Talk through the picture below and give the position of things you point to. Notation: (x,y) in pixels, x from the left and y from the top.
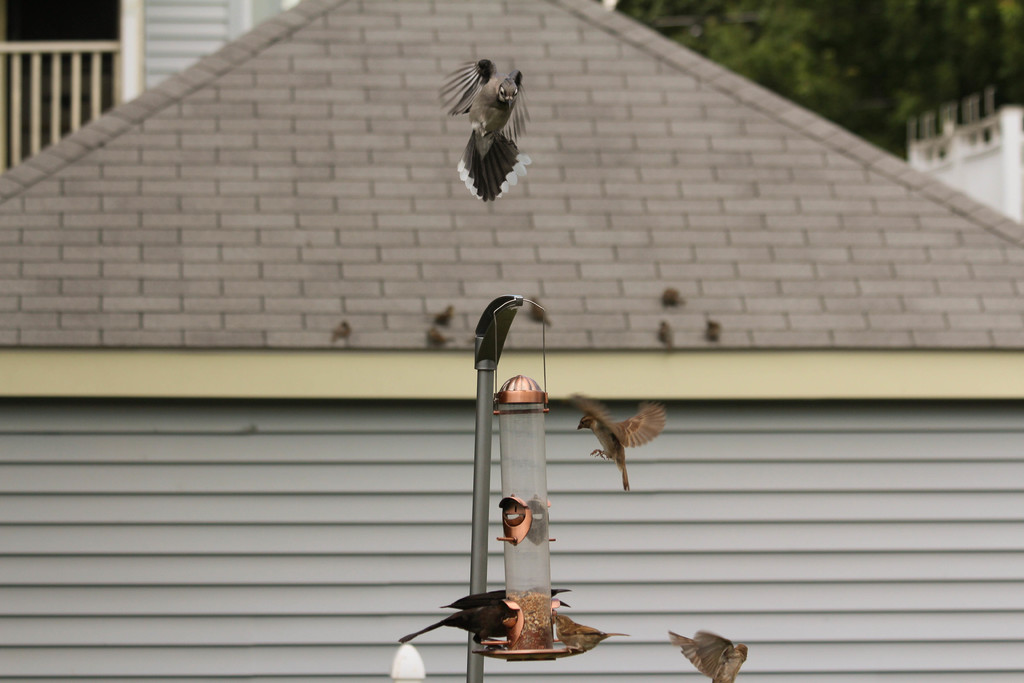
This image is taken outdoors. In the background (842,38) there are a few trees (904,52) and there is a building (112,67). There is a railing (53,120) and a window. There is a wall (231,497) and there are a few birds (664,303) on the roof (619,252). In the middle of the image (534,437) there is a bird feeder (506,622) with food (518,597) and there are a few birds (730,643) flying in the air (551,436).
